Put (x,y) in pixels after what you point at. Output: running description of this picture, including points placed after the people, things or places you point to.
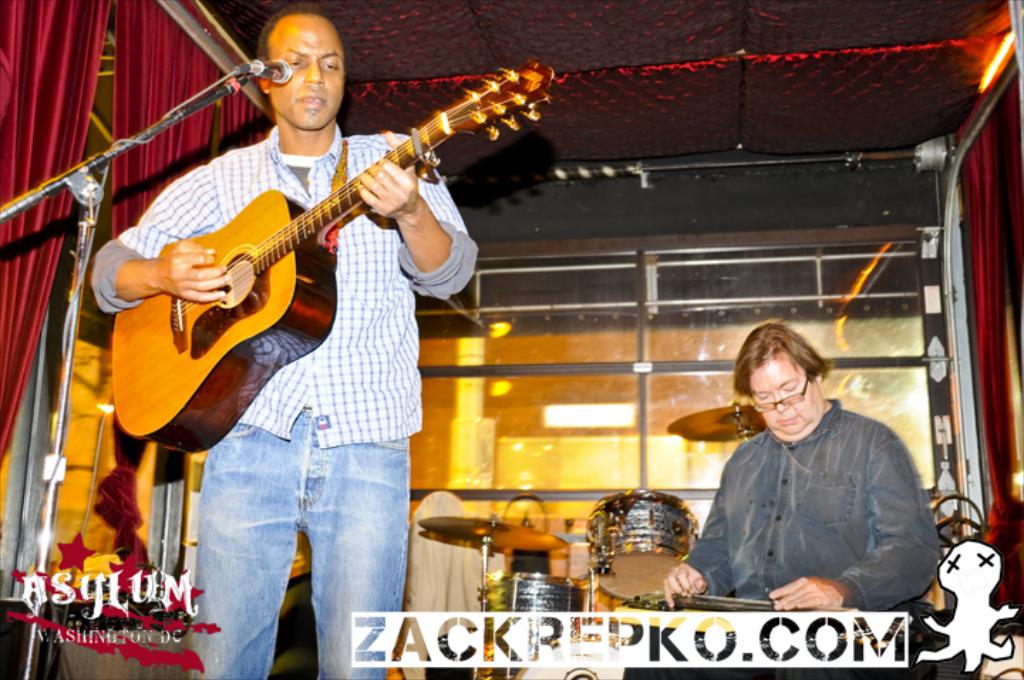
In the picture we can find two men (391,301). One man (454,257) is standing and one is sitting, standing man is holding a guitar (239,248) and playing it in the front of the microphone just beside to him there is another person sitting and watching something and in the left hand side (176,44) we can find a curtain (52,101) it is in red in colour and in the right hand side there is curtain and some things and musical instruments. In the background (423,366) we can find a glass wall (429,355).
